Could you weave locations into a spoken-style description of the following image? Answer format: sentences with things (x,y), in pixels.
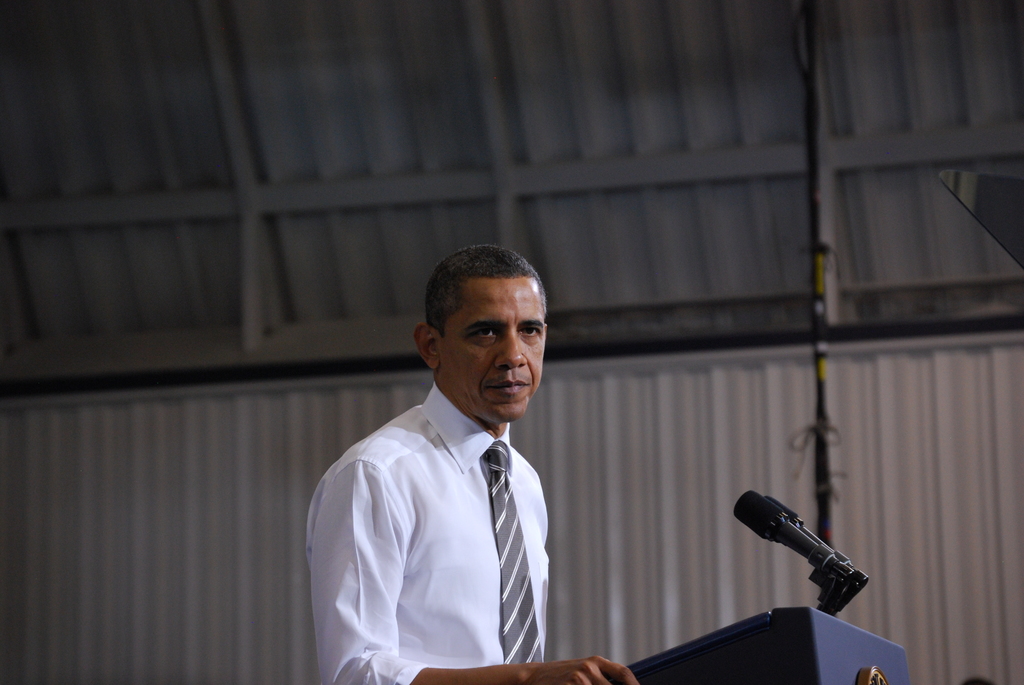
In this image in the center (498,351) there is one person (502,486) standing, and in front of him there is podium (743,642) and mike (796,527). And in the background (574,469) there is a wall (788,420) and pole (814,110), and on the right side of the image (1014,178) there is one mirror (983,186). At the top of the image (368,106) there is ceiling (496,141).
